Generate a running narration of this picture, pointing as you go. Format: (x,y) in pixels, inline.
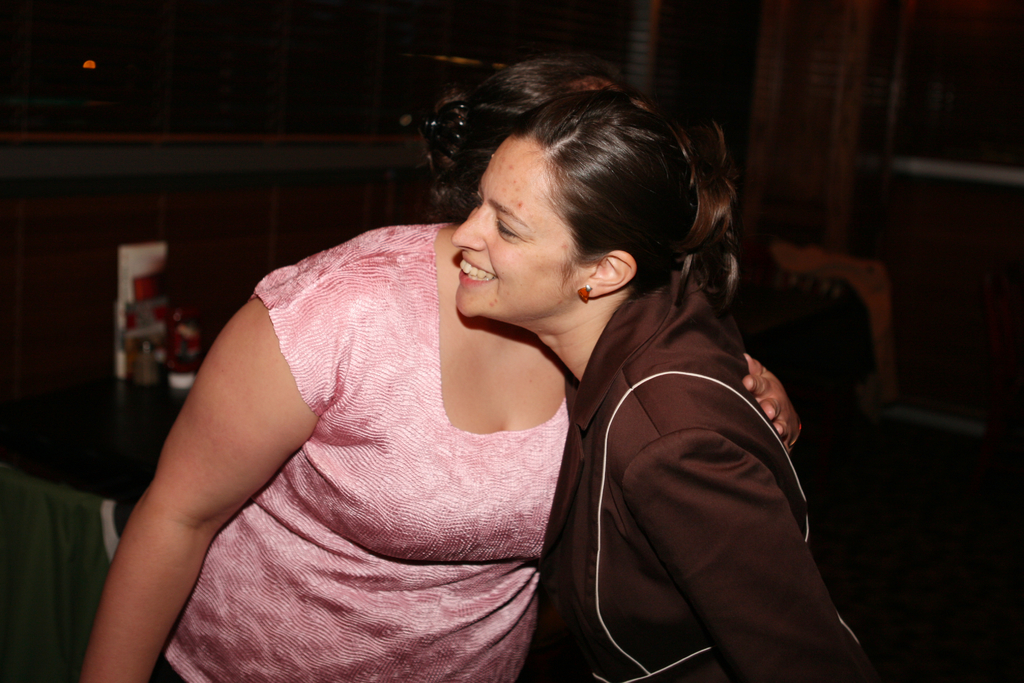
In the picture we can see two women (652,583) are hugging each other and in the background (824,193) we can see a wall (61,265).
